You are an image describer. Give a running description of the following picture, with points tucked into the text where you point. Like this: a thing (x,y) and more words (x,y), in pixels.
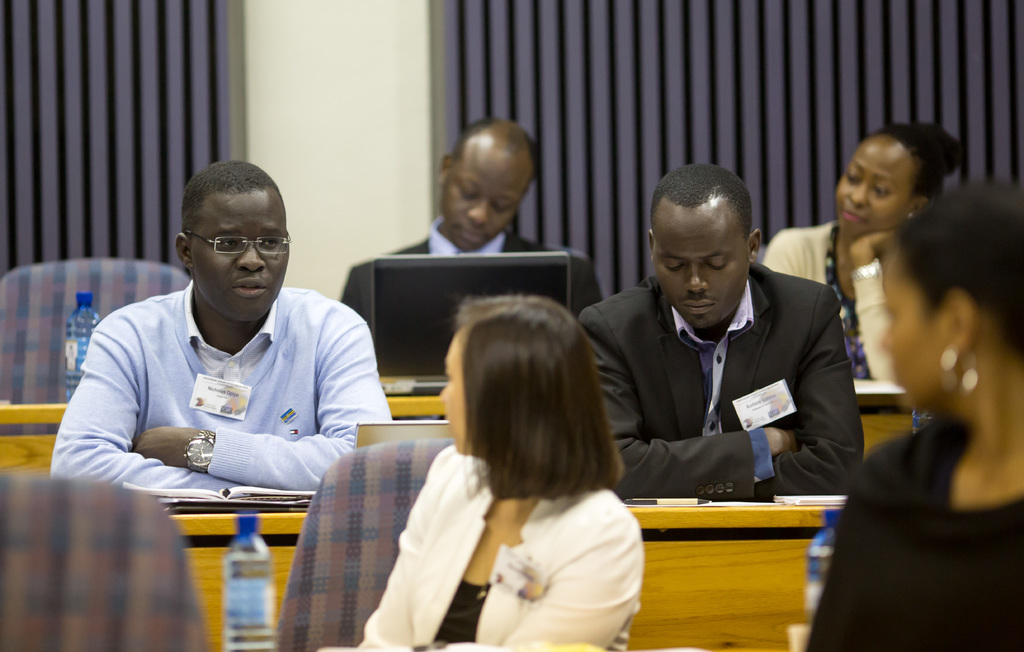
In this image I see few people (643,447) who are sitting on chairs (346,556) and I see tables (710,508) in front of them on which there are few things (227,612) and I see 3 bottles (247,565) and I see a thing (425,311) over here. In the background (621,26) I see the wall (35,230) and I see 2 empty chairs (25,553).
